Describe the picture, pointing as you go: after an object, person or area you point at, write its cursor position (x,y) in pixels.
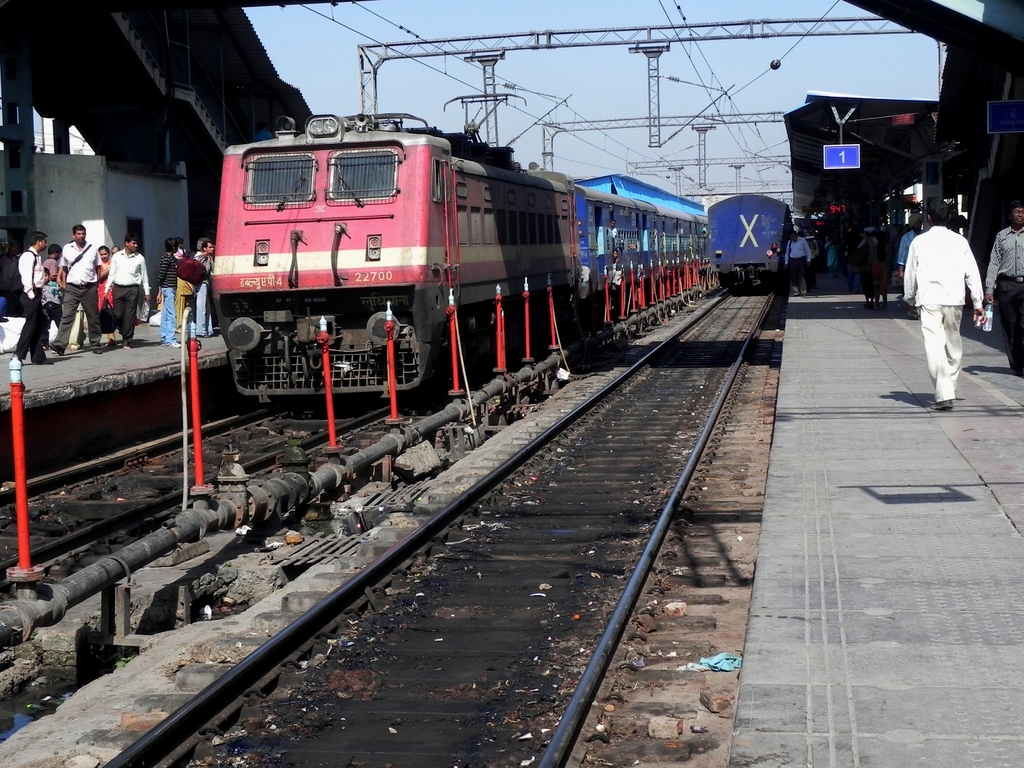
In this image I can see the train (285,389) on the track (450,528). In-between the trains (381,372) I can see the red color pipes (457,374). To the side of the train (492,280) I can see the group of people (883,304) standing on the platforms (806,300). I can also see the boards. In the background (568,100) I can see the sky (580,81).
